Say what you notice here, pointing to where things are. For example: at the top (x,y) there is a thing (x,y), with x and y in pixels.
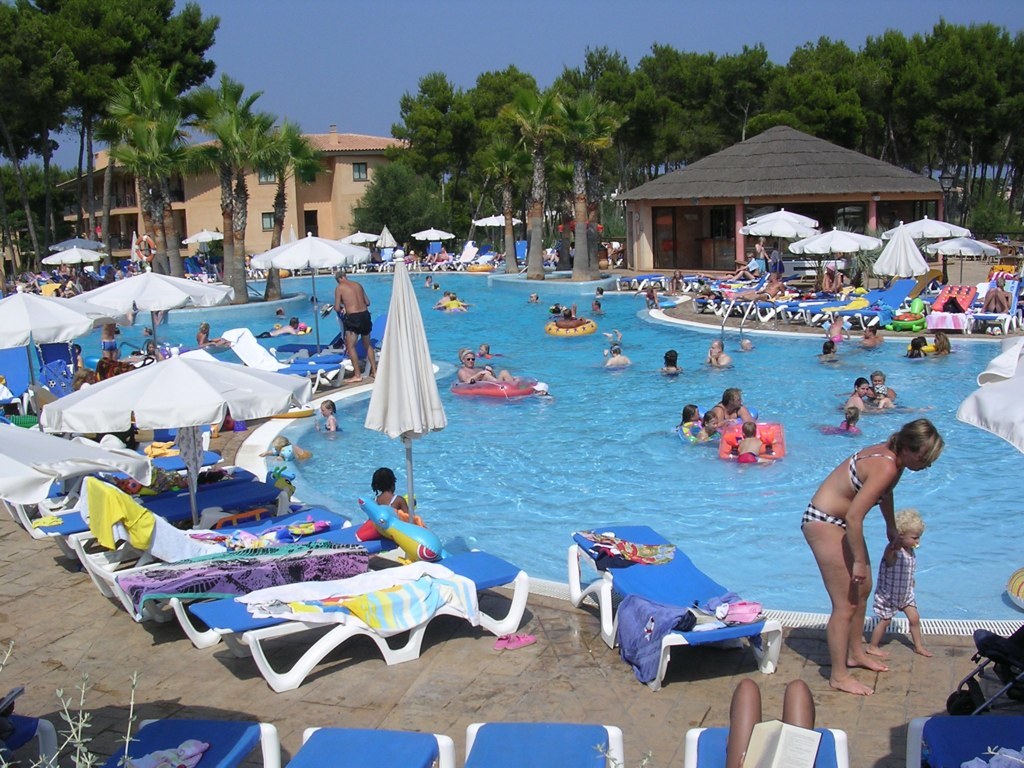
In the front (207,542) portion of the image we can see people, umbrellas (839,238), swimming pool (710,461), tubes (735,453), chairs (479,752), clothes (330,569) and things (974,674). In the background (1003,218) portion of the image we can see trees (907,108), sky (298,83), shed (723,237) and building (267,173).
